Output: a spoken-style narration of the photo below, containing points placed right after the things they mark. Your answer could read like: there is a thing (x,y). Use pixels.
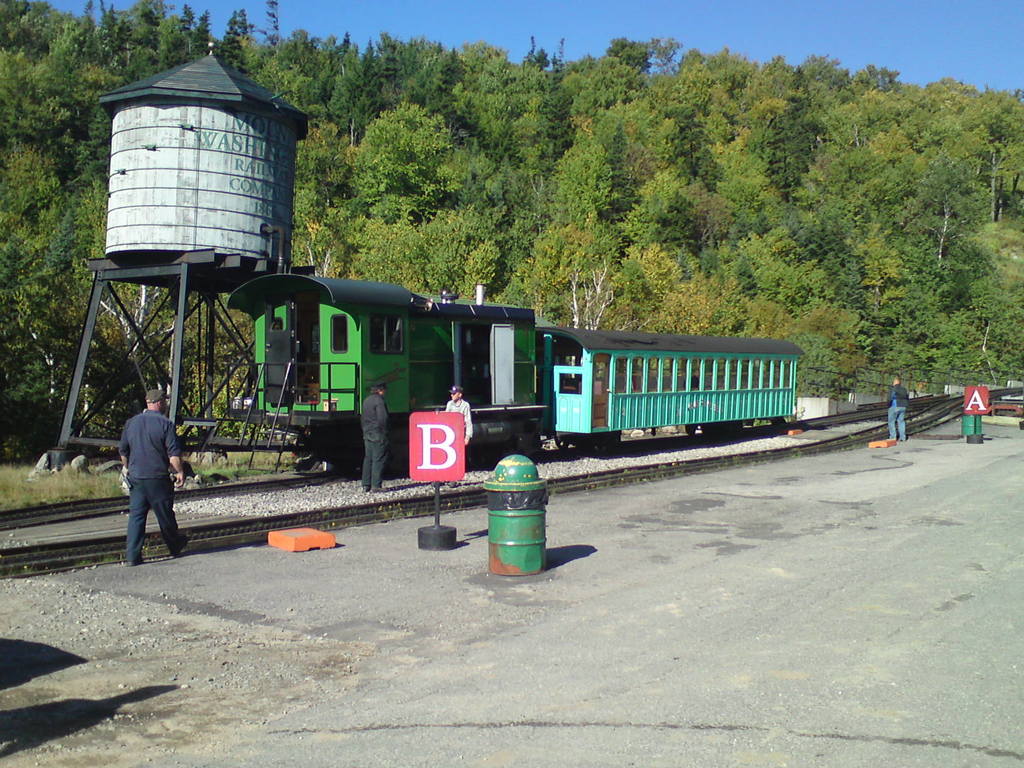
In this picture we can see railway tracks (176,492) and stones (660,459) at the bottom (385,512), there are four persons (135,482) standing, in the background (757,155) there are some trees (656,172), we can see a tank (169,204) on the left side (185,214), there is a barrel (510,509), two boards (452,450) and a train (600,391) in the middle (604,374), there is the sky (591,34) at the top of the picture (559,36).
